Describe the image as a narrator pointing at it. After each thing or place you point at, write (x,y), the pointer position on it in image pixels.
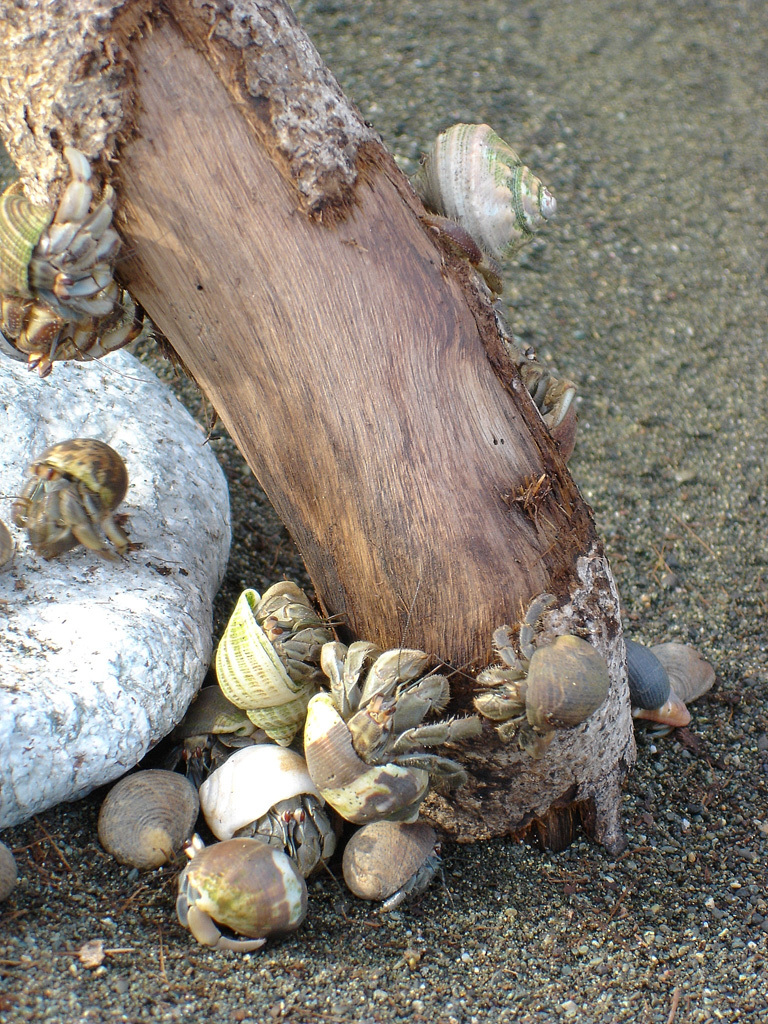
The picture consists of conchs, trunk (171,183) of a tree (371,544), stone (114,620) and soil (585,230).
